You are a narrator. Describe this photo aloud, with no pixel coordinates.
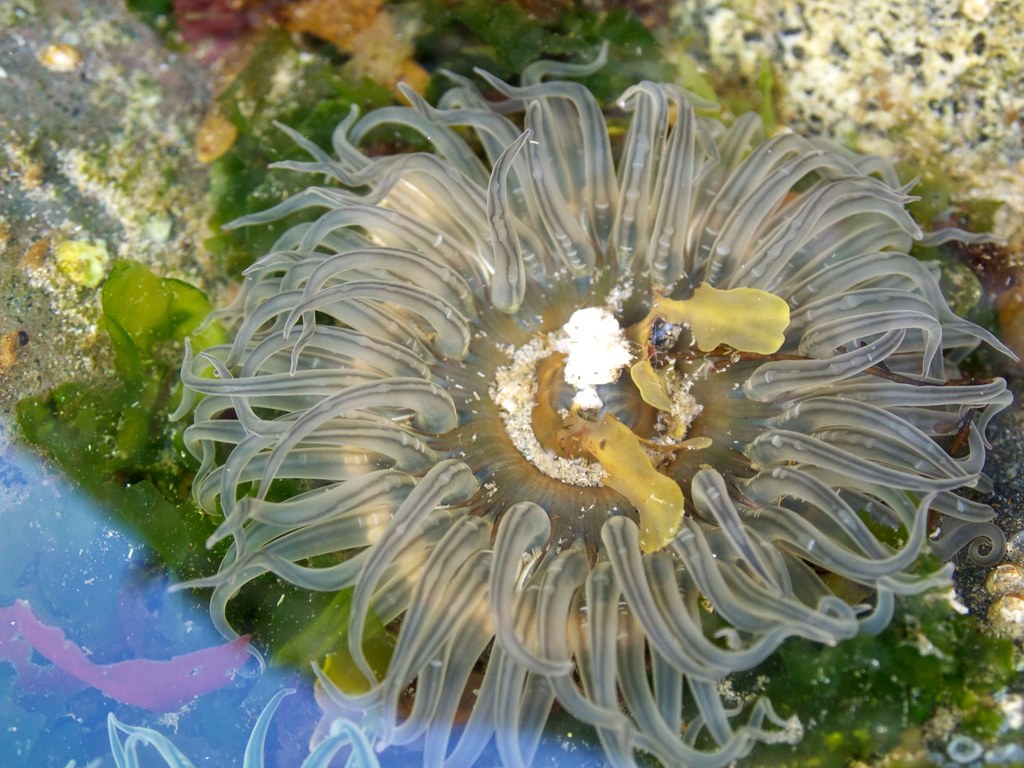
This image is of marine biology.
